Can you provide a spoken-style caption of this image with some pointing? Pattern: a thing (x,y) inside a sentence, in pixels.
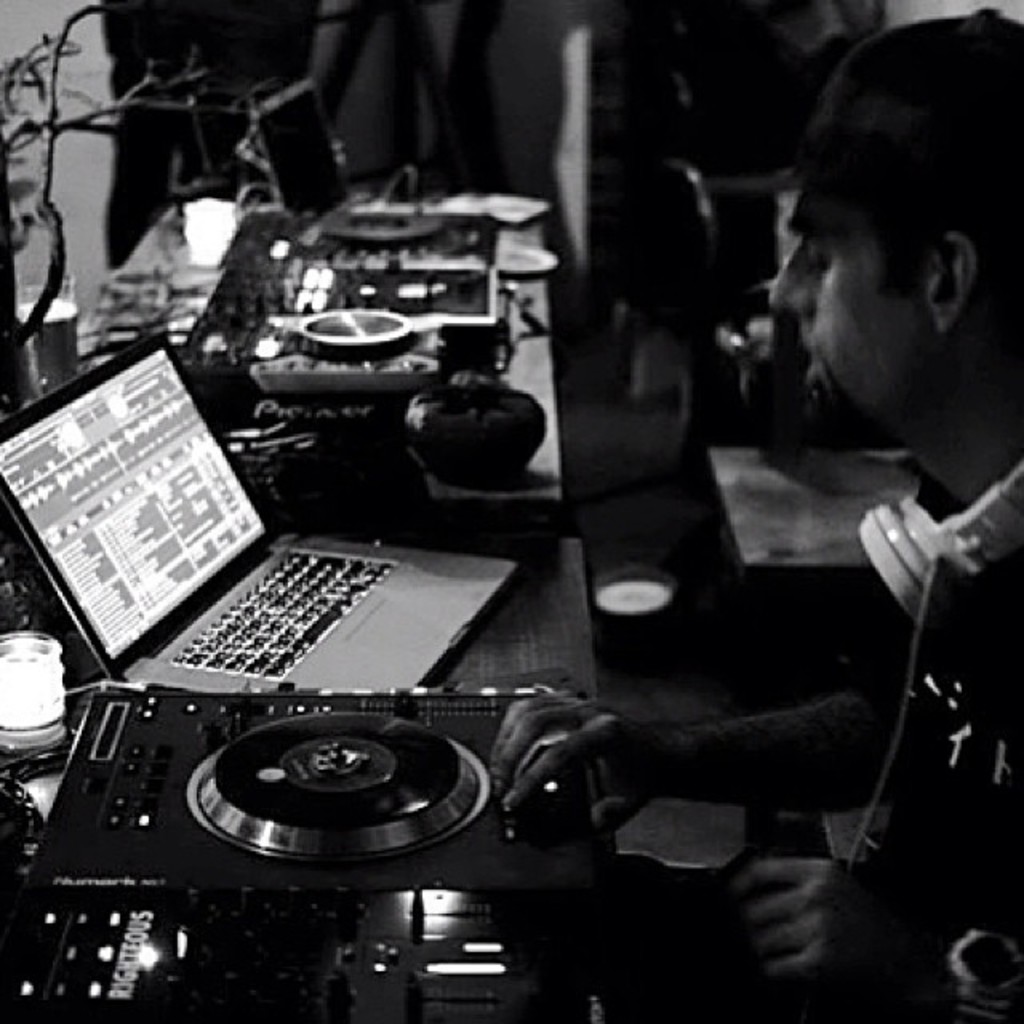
The person (929,775) is sitting in the right corner (884,794) and there is a DJ controller (294,853) in front of him and there is a laptop (231,576) beside it and there are few other objects (290,303) placed beside it on a table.
